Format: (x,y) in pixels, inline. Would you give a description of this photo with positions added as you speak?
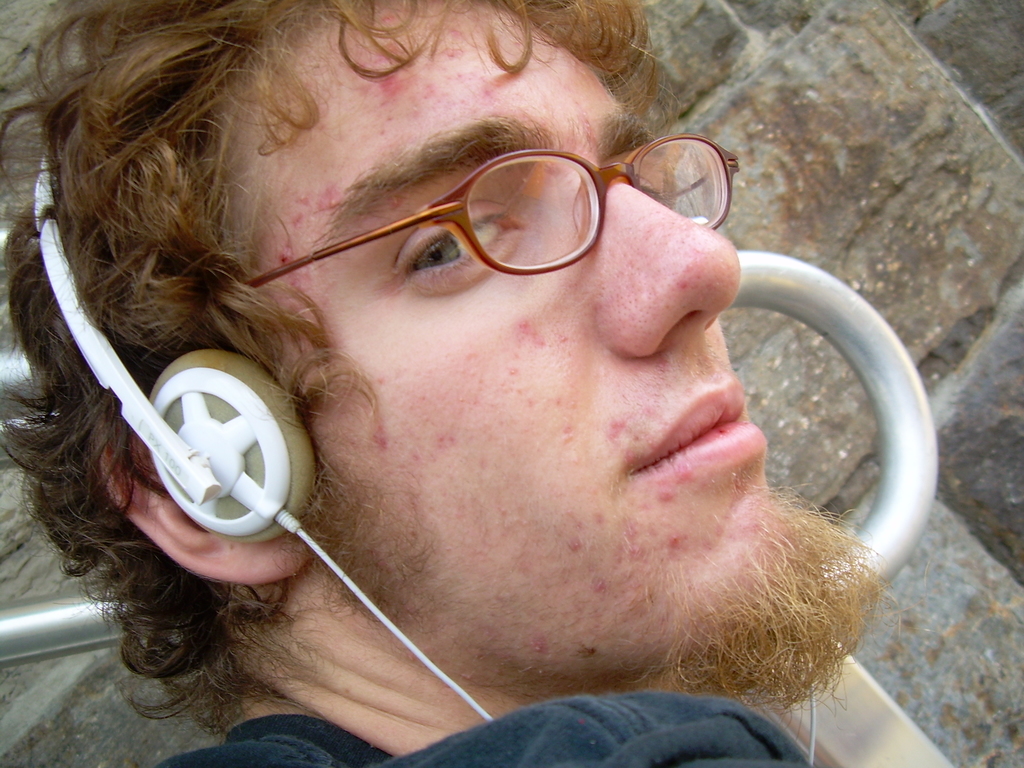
In this image in the foreground (589,484) there is one person (319,321) who is wearing a headset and spectacles (557,188), in the background (923,230) there is a wall (933,398).
